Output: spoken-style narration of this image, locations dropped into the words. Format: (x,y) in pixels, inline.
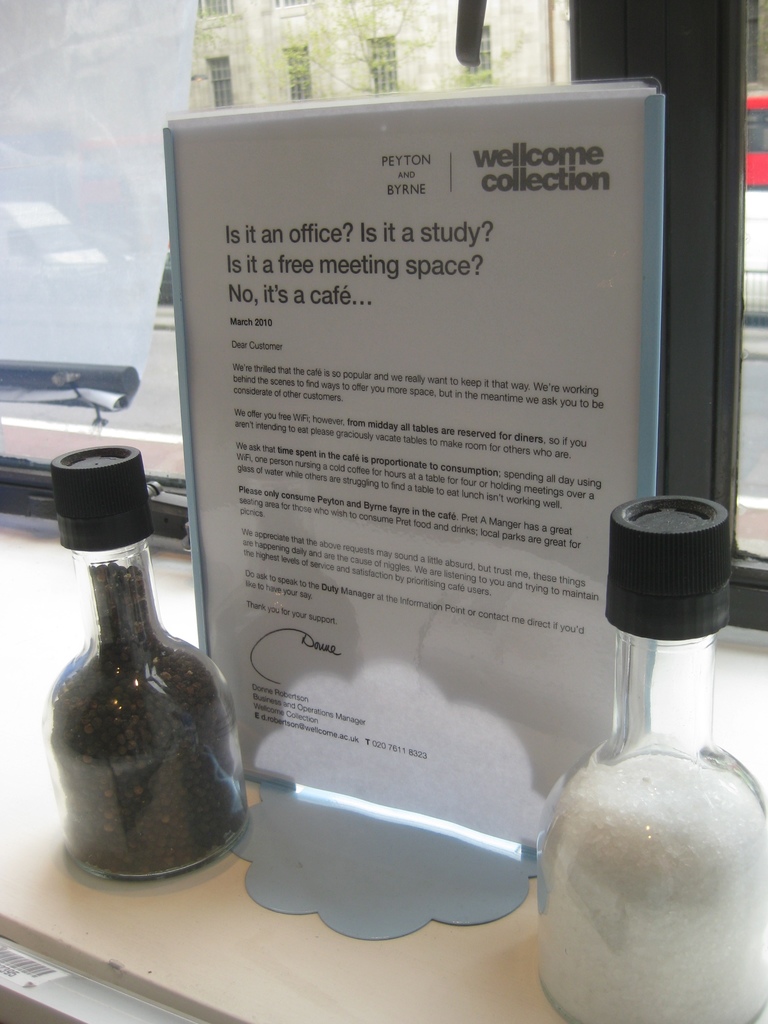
There are two glass Bottles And beside of this and it's paper file (433,443).
